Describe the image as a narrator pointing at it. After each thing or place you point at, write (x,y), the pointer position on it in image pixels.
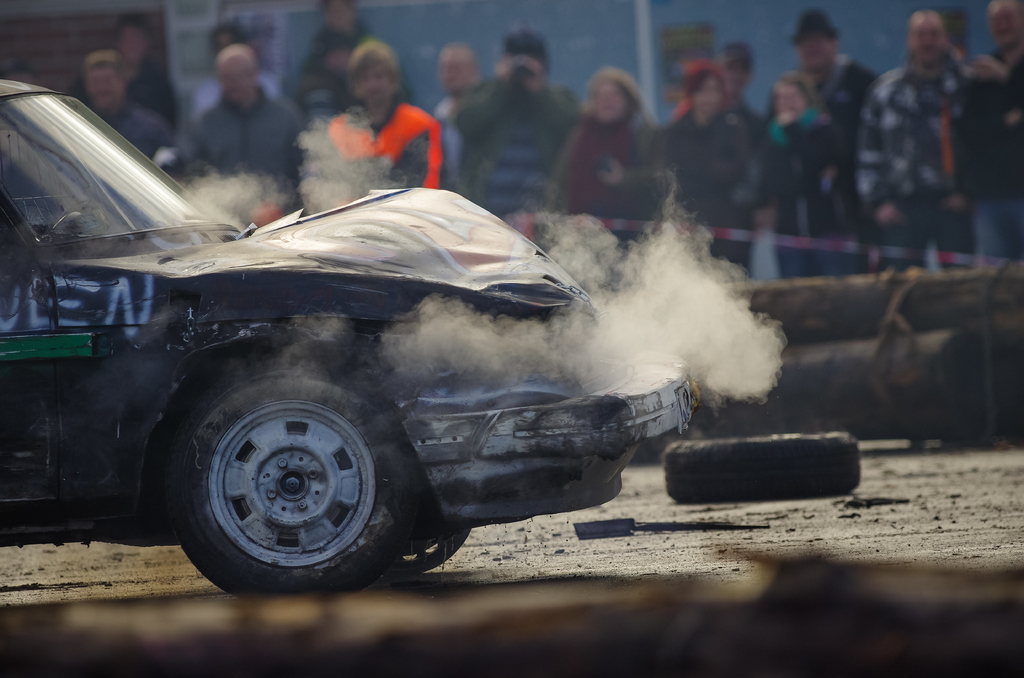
In this image I can see a damaged vehicle (222,315) in the front (529,411) and I can also see smoke (447,309) and a wheel (768,439) on the ground (860,555). In the background (927,205) I can see number of people (692,75) are standing and I can also see this image is little bit blurry.
